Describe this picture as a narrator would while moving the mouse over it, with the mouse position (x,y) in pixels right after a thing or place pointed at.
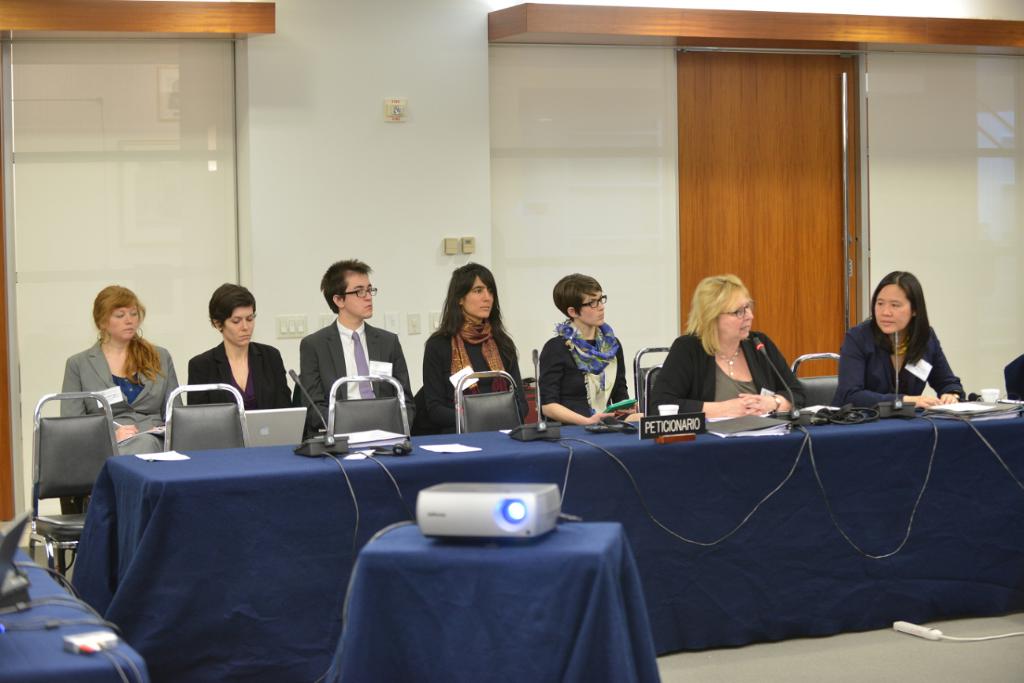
In this image we can see a few people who are sitting on a chair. There is a woman (686,363) here is speaking on a microphone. This is a table (492,468) which is covered with a blue cloth (617,490), where cellphones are kept on it. Here we can see a projector (547,513) which is placed on this table (466,580). This is a door (787,170).
